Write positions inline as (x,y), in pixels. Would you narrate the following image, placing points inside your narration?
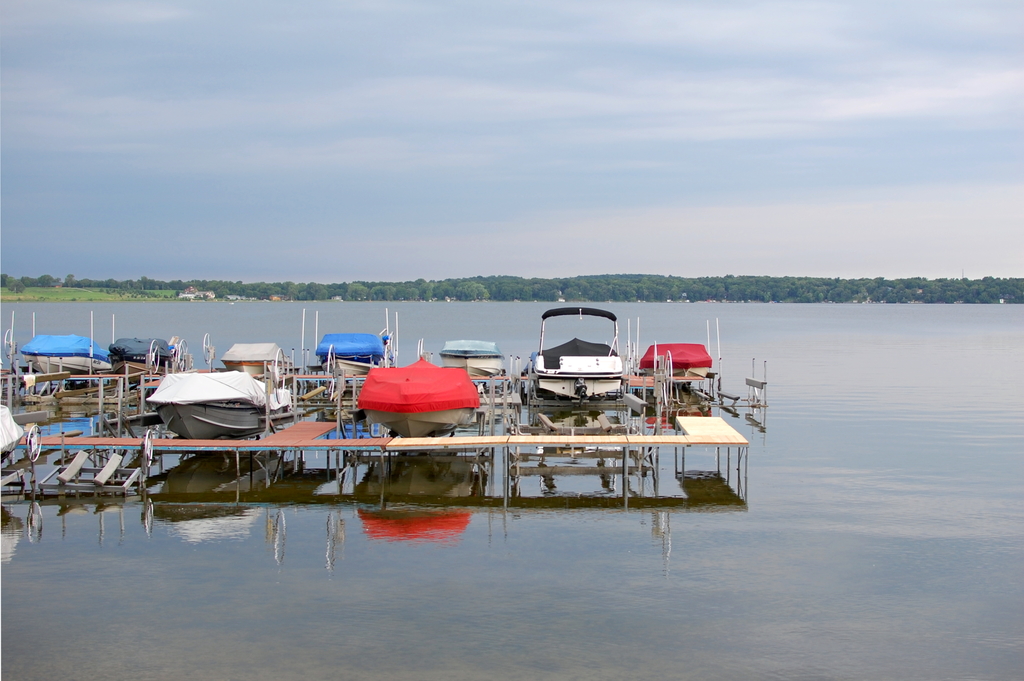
In the image there are few boats (202,381) kept above the water surface (170,307) and in the background (272,283) there are plenty of trees (648,288).
